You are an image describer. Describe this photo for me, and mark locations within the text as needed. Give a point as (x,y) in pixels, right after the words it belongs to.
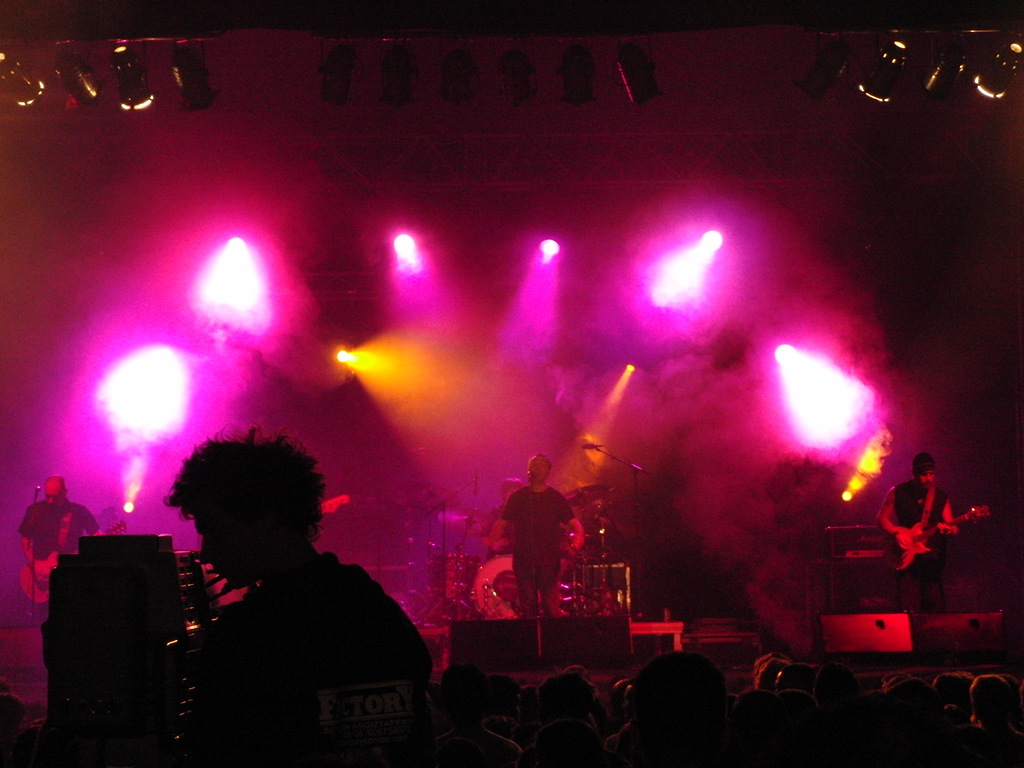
In this picture we can see a group of people (413,670) standing on the floor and the other people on the stage (330,473) who are holding some musical instruments (583,489) and playing it.
